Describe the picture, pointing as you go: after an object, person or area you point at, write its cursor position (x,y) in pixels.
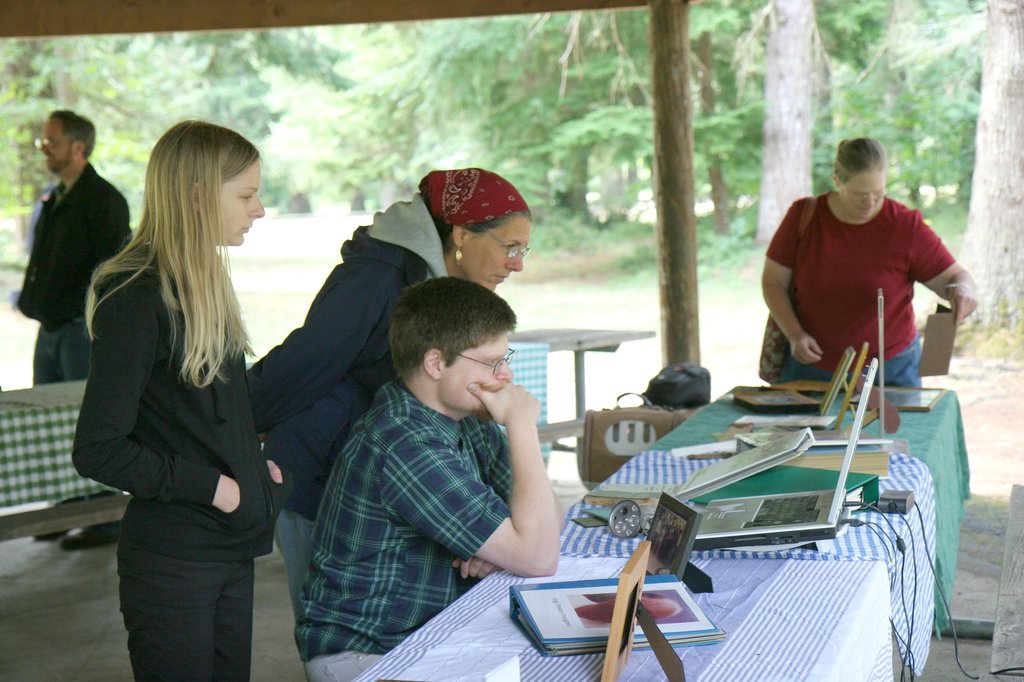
Here we can see a three people (173,172) who are observing something in this laptop (701,526). There is a woman (875,340) on the top right (876,151) and she is also observing something. Here we can see a man (59,363) on the left side (118,229) and looks like he is smiling.
